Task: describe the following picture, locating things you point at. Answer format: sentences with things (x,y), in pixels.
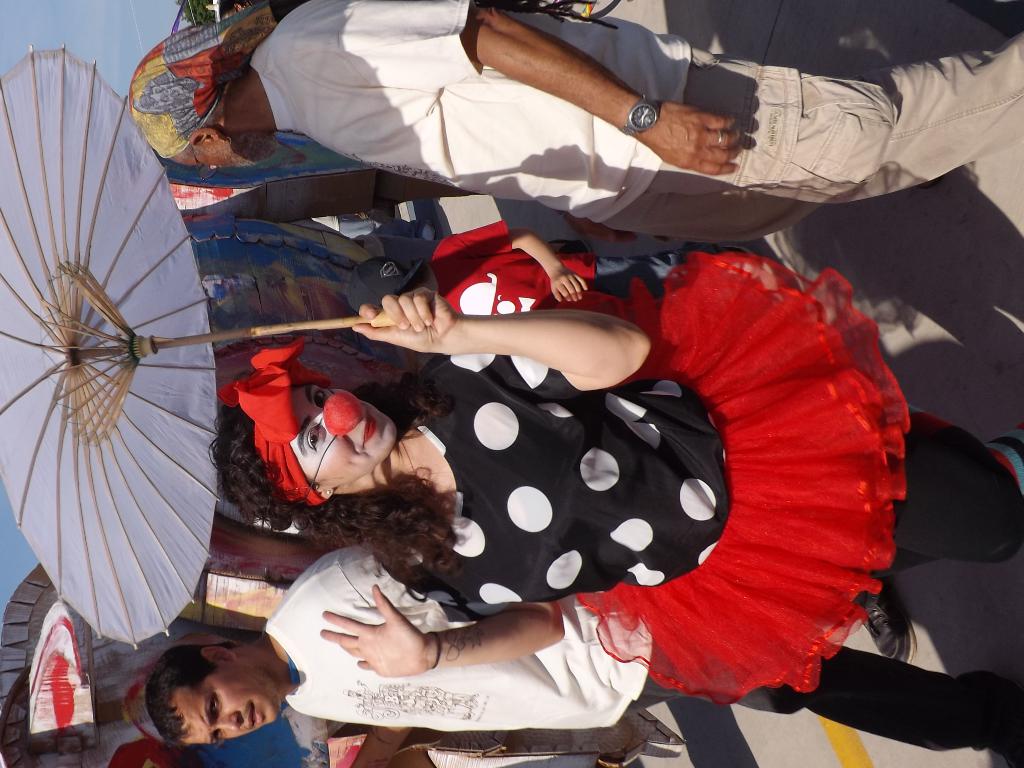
In the picture I can see some people (364,492) are in one place, among them one woman (305,516) is holding umbrella (53,420).
